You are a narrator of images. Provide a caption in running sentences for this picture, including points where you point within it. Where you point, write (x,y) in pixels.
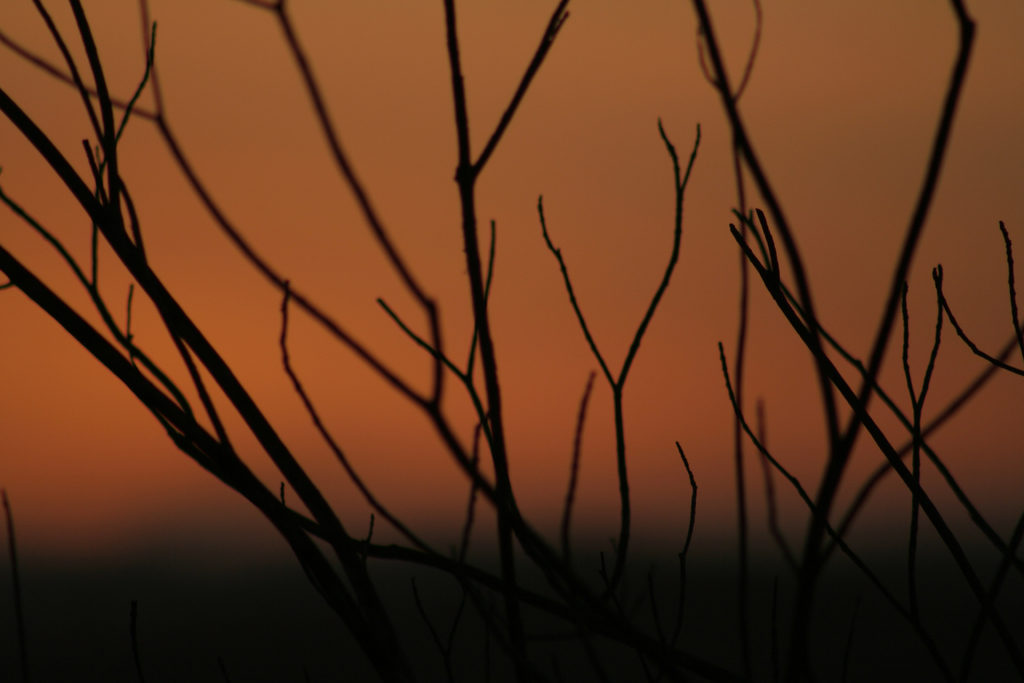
In this image, I think these are the branches (489,438) of a tree (454,569). The background (346,227) looks orange in color.
